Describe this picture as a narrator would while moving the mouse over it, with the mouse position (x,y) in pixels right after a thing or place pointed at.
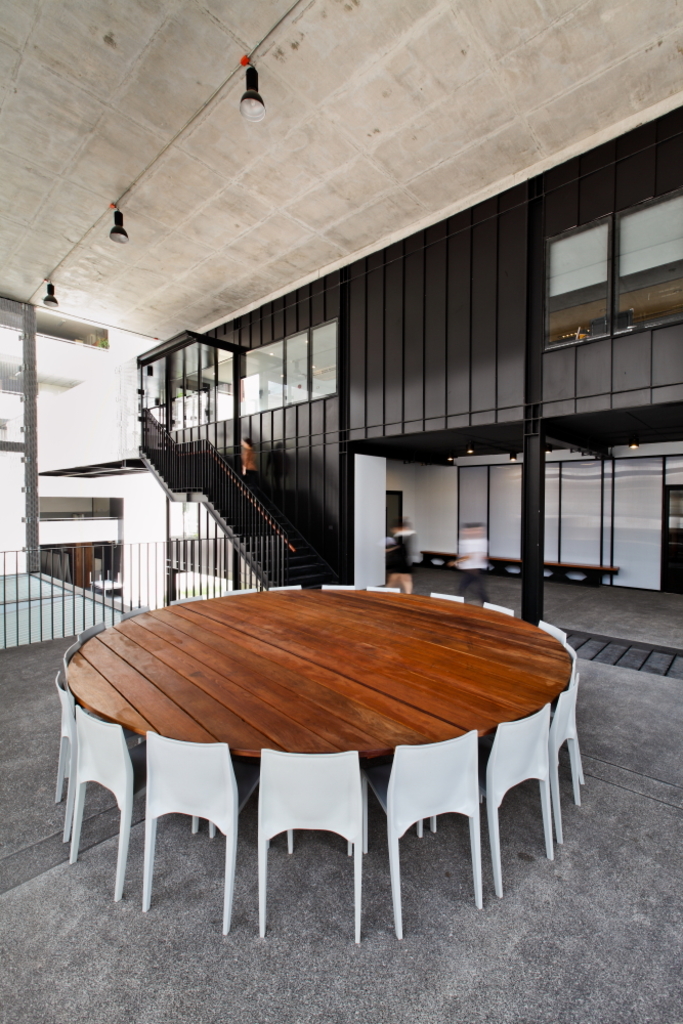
In the center of the image (246,604) there is a table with chairs (264,773). At the bottom of the image (285,966) there is floor (512,934). In the background of the image (305,577) there are staircase (160,424). There is a wall (460,319) with windows (193,393). At the top of the image (259,274) there is ceiling (211,209) with lights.
